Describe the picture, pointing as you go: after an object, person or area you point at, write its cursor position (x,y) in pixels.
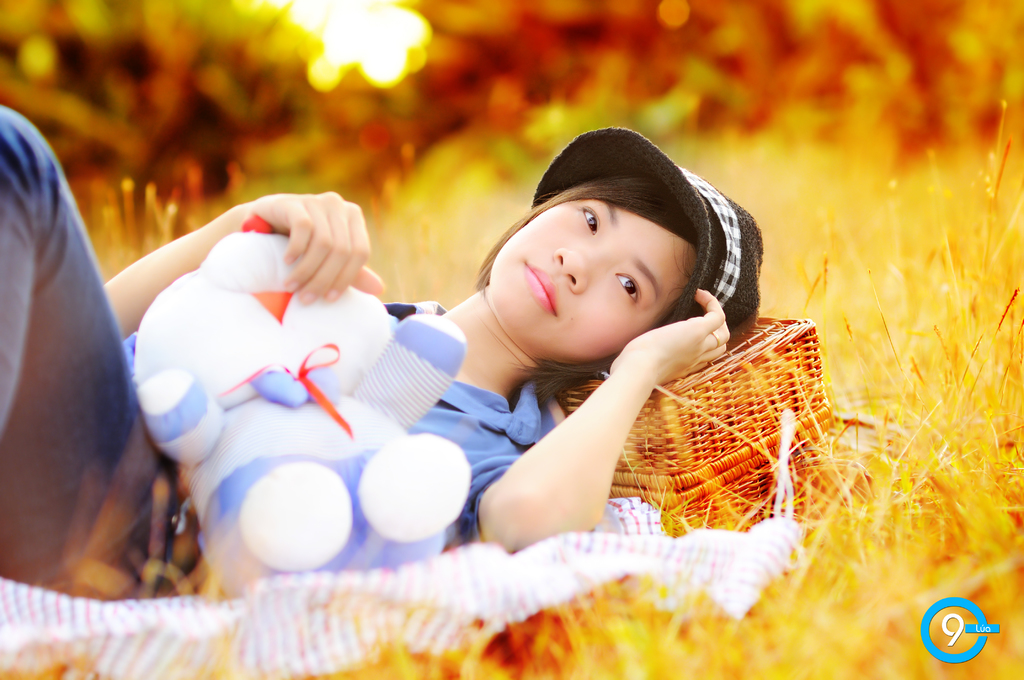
In this image I can see a person (529,212) is holding teddy bear (263,378) and I can see a basket (775,341) and dry grass (917,476). Background (717,25) is in yellow and orange color.
